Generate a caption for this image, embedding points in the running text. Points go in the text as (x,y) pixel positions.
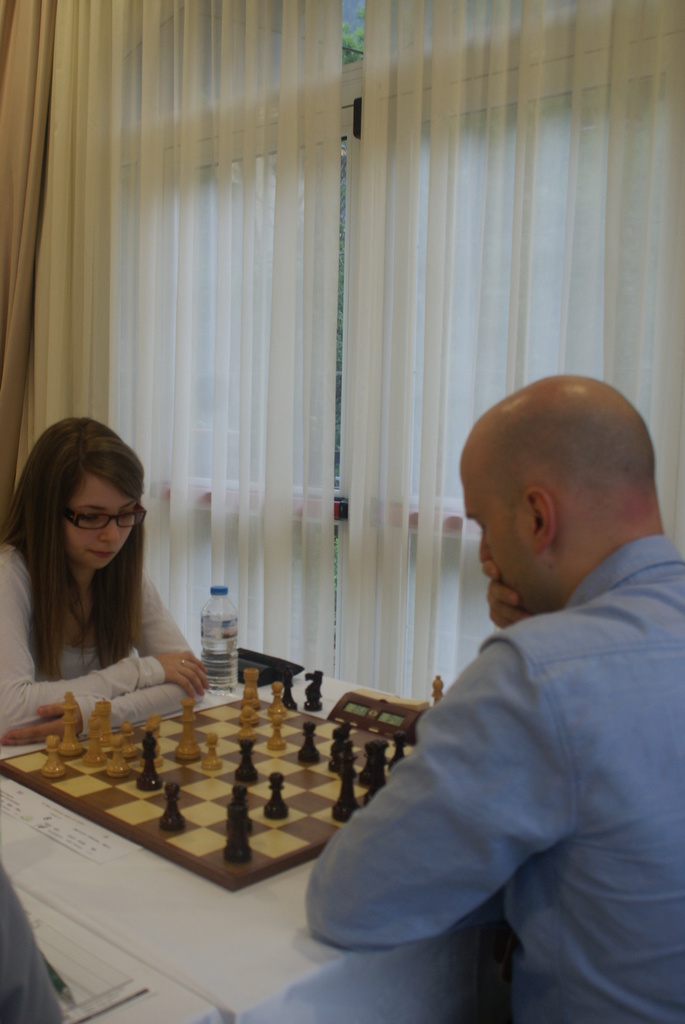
Here we can see a woman (14,523) and a man (424,787) sitting on the chairs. This is table (202,903). On the table (168,888) there is a chessboard (267,715) and a bottle (215,641). And this is curtain (251,235).
